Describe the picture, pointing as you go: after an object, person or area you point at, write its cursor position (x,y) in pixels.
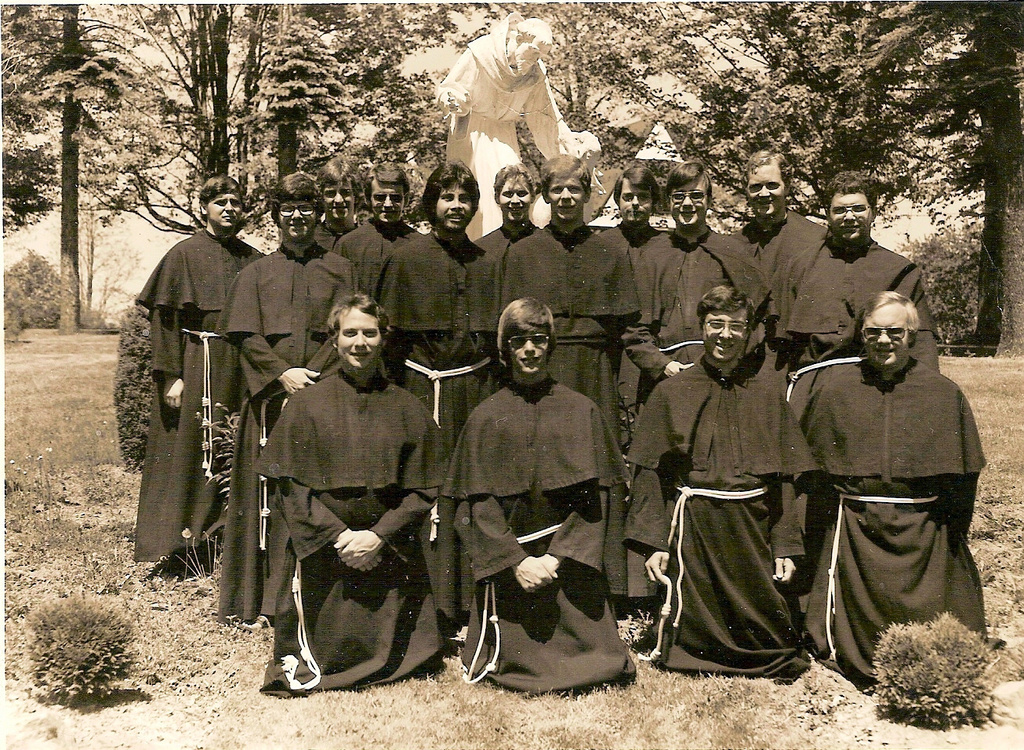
In the foreground of the picture (474,544) I can see a group of people (563,505) and they are wearing the black color clothes (643,450). There is a smile on their face (312,224) and I can see a few of them wearing the spectacles (311,216). There is a statue (542,41) at the top of the picture (532,138) and it is white in color. In the background (341,120), I can see the trees (598,69).
